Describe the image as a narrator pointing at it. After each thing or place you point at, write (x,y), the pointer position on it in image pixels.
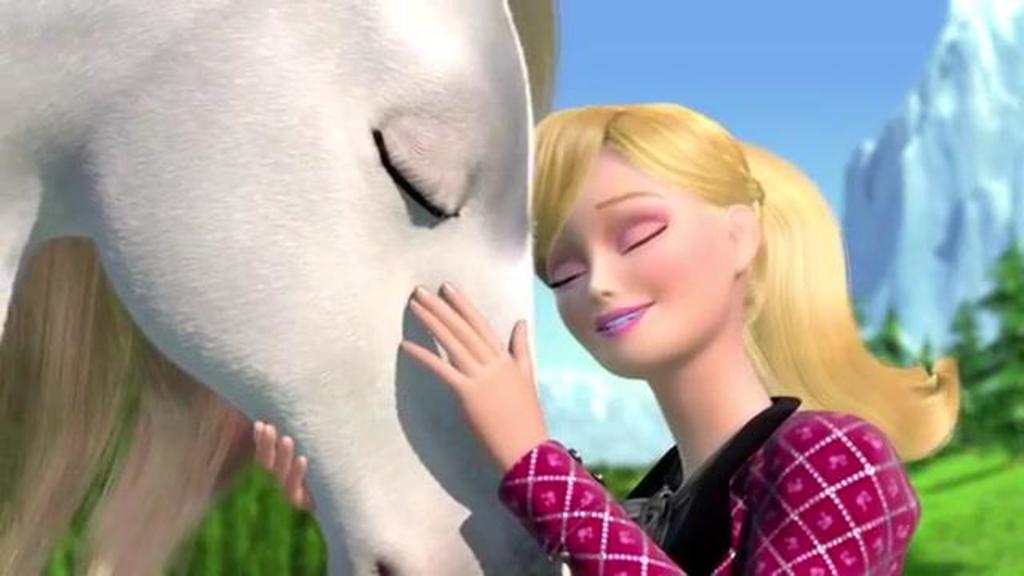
In this image we can see a woman (650,298) holding a horse head (400,300) in her hands (498,354). In the background (904,200) we can see sky (700,88), mountains (886,218) and trees (1002,411).
